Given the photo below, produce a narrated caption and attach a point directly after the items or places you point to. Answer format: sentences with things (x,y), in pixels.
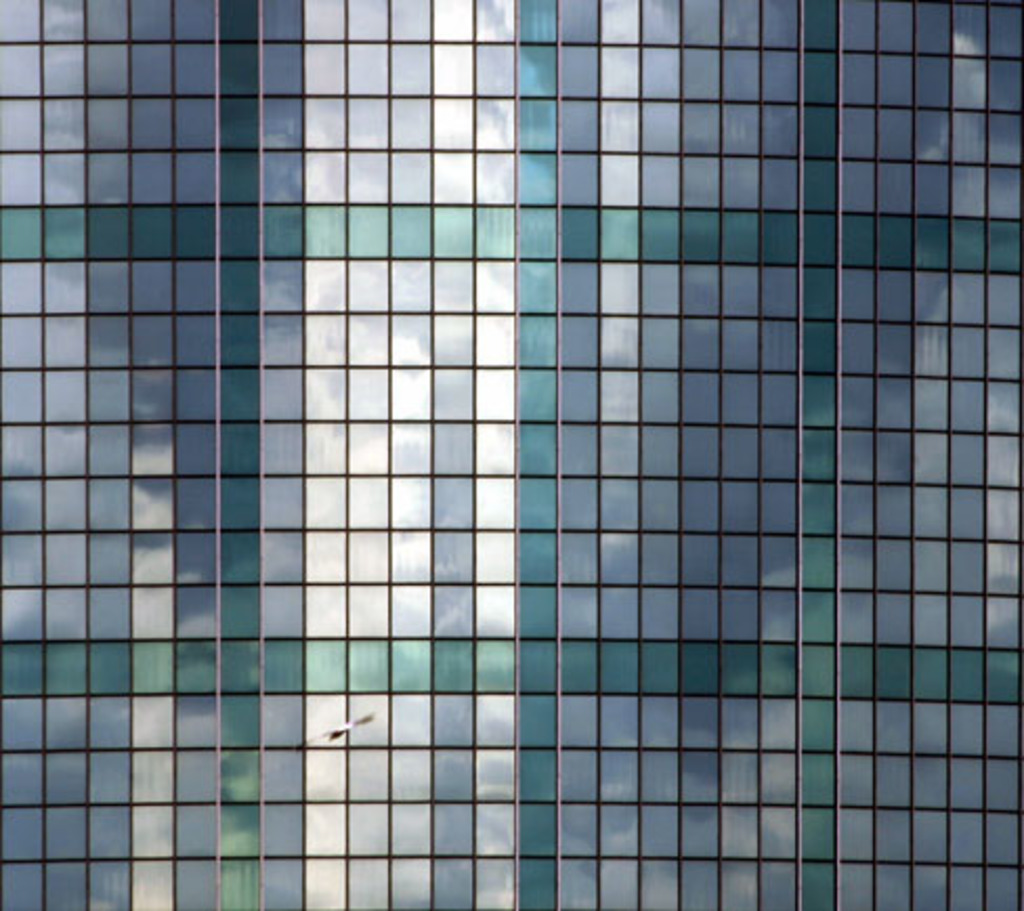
In this picture we can see a building (522,360) and a bird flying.
